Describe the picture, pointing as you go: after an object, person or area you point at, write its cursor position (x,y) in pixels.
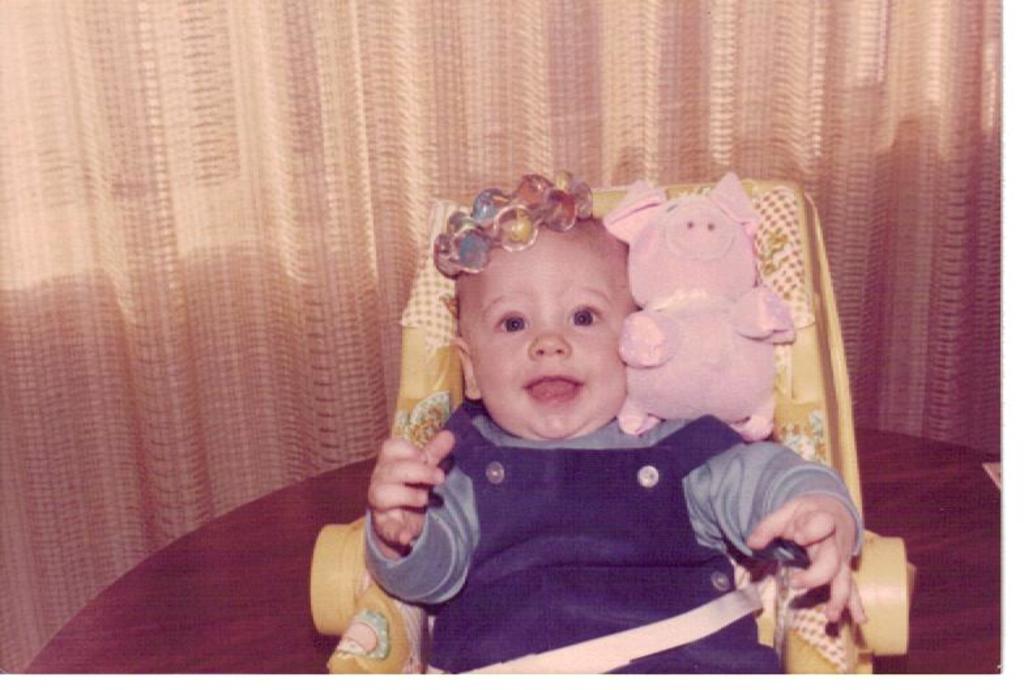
In this image in the center (525,321) there is one baby (522,391) sitting on chair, and on the baby (586,299) there are toys (642,320). And in the background (319,215) there is a curtain (885,245), and at the bottom (955,513) there is some object (363,474) and it looks like a table (955,582).
